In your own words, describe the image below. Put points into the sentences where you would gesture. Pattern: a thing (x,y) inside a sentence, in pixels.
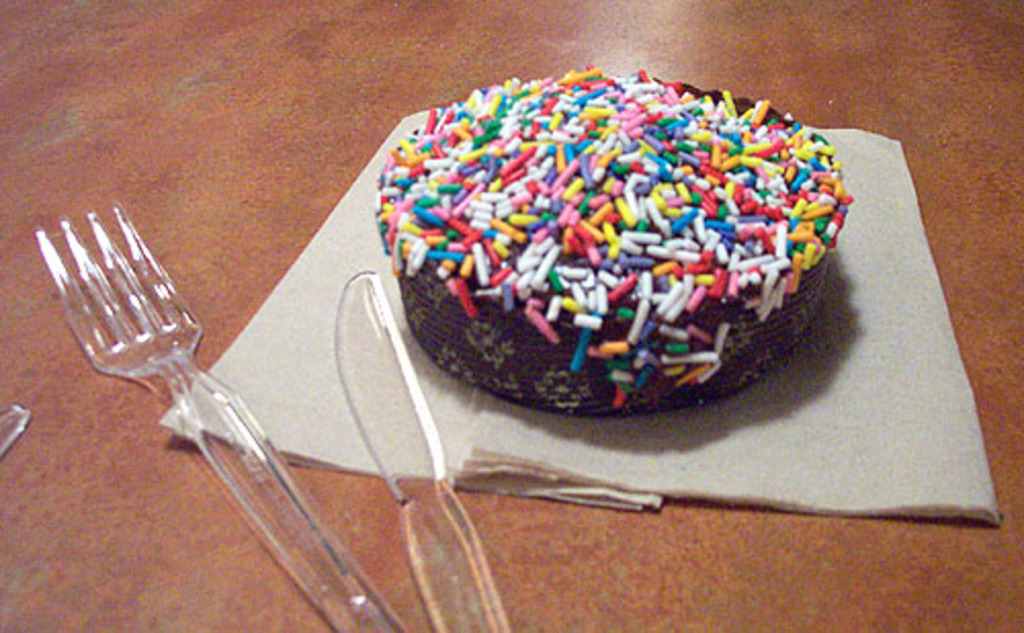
In this image, there is a cake (749,364) on which sprinkles (625,226) are kept. In the left (107,264), there are a fork (118,299) and a knife (402,465) kept. Below that there is a tissue paper (865,457). And all are kept on the table (95,376) which is brown in color. This image is taken inside a room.
